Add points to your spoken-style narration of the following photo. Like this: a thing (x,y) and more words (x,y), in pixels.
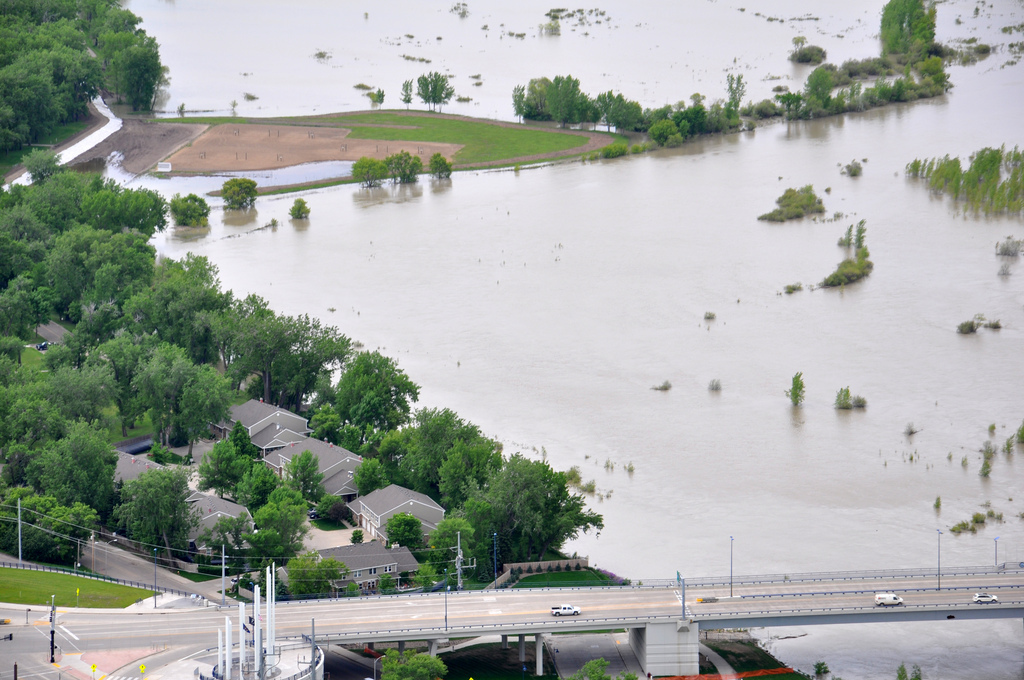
This is an aerial view of an image where we can see vehicles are moving on the bridge (577,618), we can see trees (418,470) and houses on the left side of the image (300,431) and we can see water (680,370) and grassland (502,146) on the right side of the image (795,293).
